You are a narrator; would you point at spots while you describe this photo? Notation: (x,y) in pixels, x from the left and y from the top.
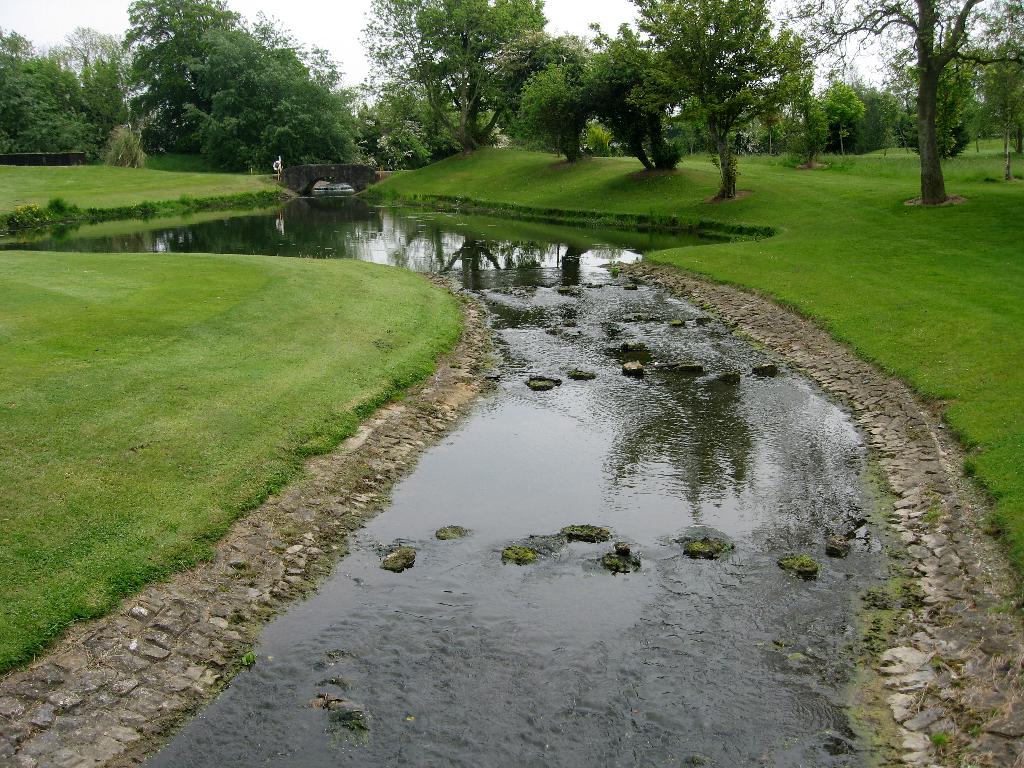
In this image on the left (195,379) and right side (940,231), I can see the grass (886,278). In the middle (538,261) I can see the water (572,560). In the background (552,110), I can see the trees (522,77).
